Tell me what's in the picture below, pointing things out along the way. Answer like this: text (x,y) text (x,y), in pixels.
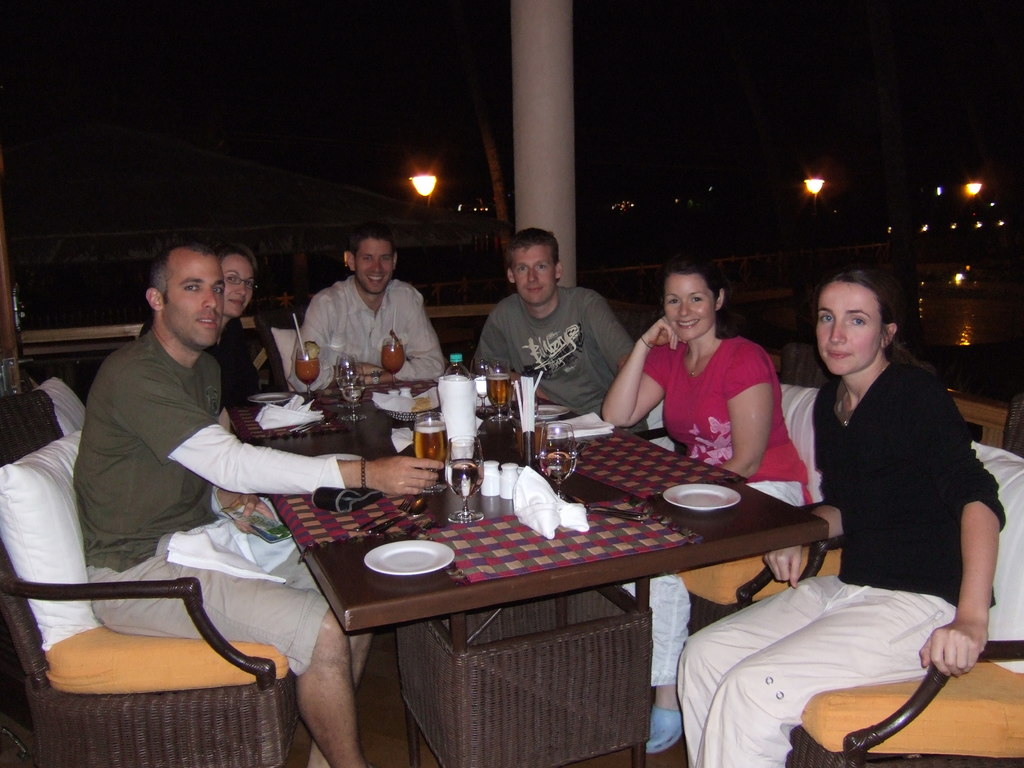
In this image there are group of people (663,382) sitting in chair (992,468) near the table (347,576), and in table (424,587) there is plate (426,564), tissue (524,505), glass (463,438), bottle (460,434) and in back ground (555,180) there is light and pole (564,192).
